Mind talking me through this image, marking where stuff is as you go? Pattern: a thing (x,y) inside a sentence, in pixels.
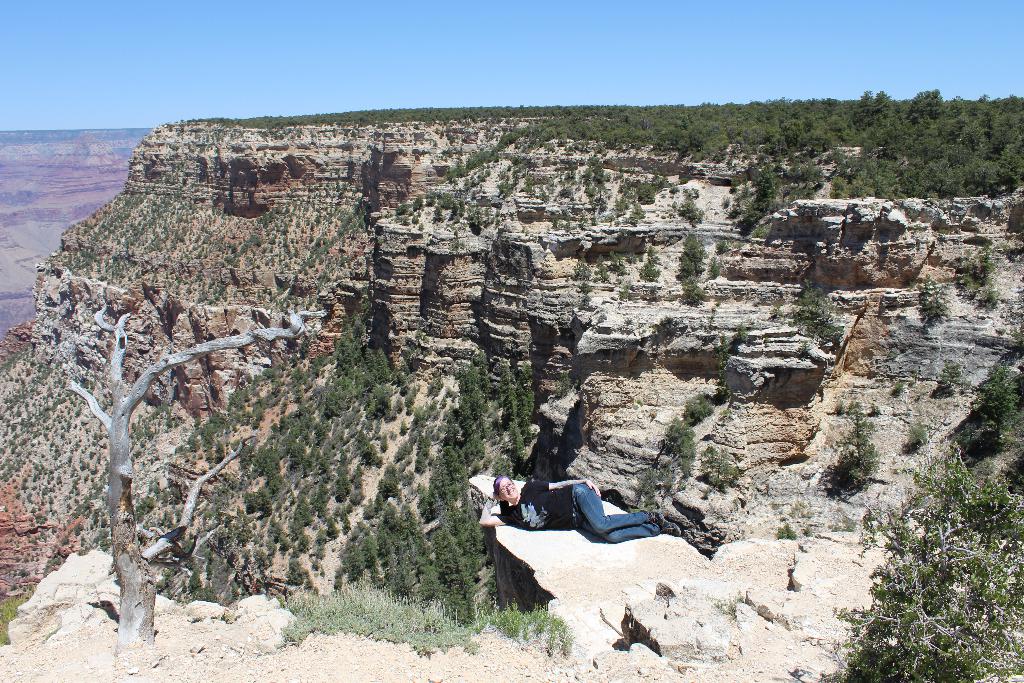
There is a woman (572,503) in black color t-shirt (529,498), smiling and lying on the edge surface (606,566) of a hill (588,613). On the left side (145,610), there is a dry tree (153,622). On the right side (975,624), there is a plant (945,537). In the background (877,297), there are mountains (375,192) on which, there are trees (829,180) and there is blue sky (309,56).
